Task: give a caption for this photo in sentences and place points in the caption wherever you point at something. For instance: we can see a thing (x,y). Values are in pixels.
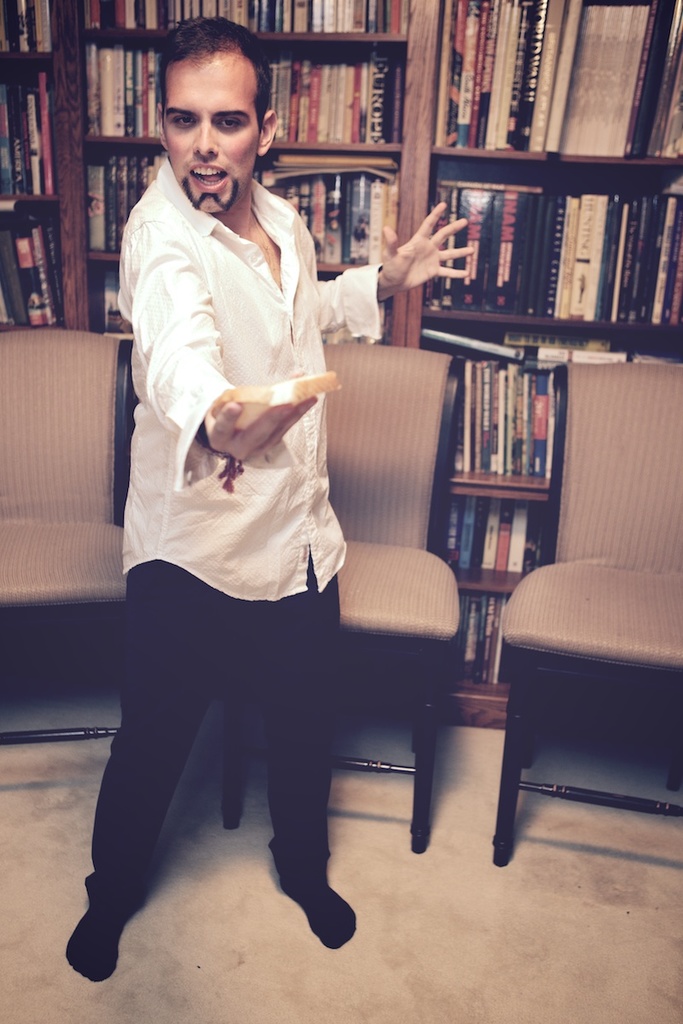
In this image there is a person (250,545) wearing white color shirt (298,451) standing on the floor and at the background of the image (509,374) there are chairs (384,364) and books (374,250) in the shelves (513,239).
